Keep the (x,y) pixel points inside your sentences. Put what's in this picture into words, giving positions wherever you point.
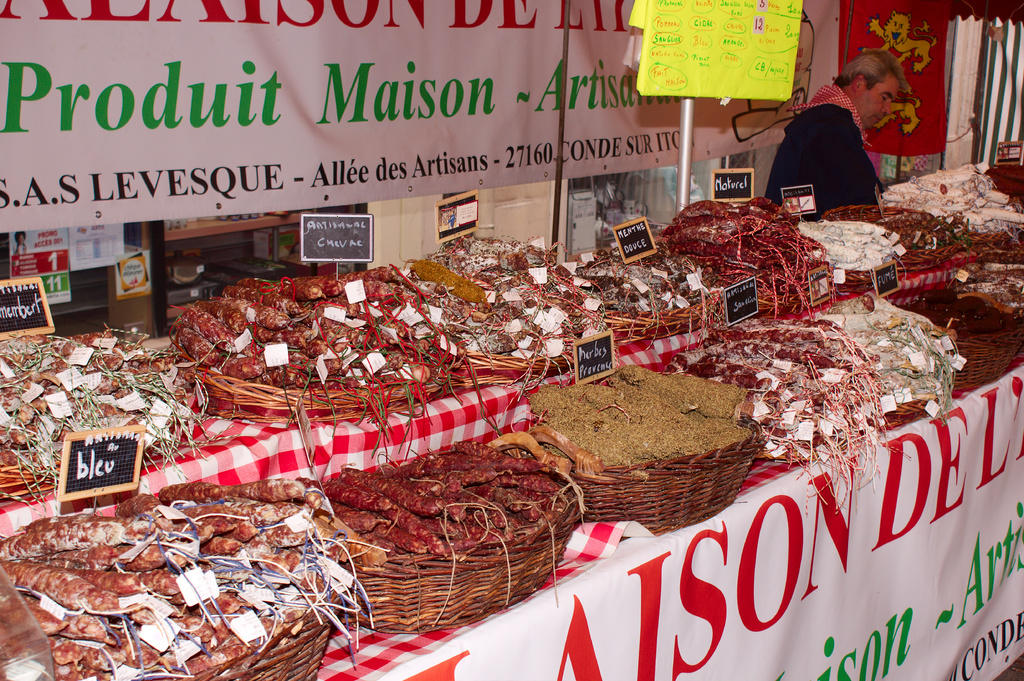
In this picture, there are baskets (221,388) of raw food (582,335). On each basket (395,395), there is a board (738,301) with some text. At the bottom right (872,533), there is a banner (798,506) with some text (942,506). At the top right (808,133), there is a person (836,101) wearing a black shirt (827,117) and red scarf (856,121). On the top (423,70), there is a banner (546,62) with some text (384,92).
